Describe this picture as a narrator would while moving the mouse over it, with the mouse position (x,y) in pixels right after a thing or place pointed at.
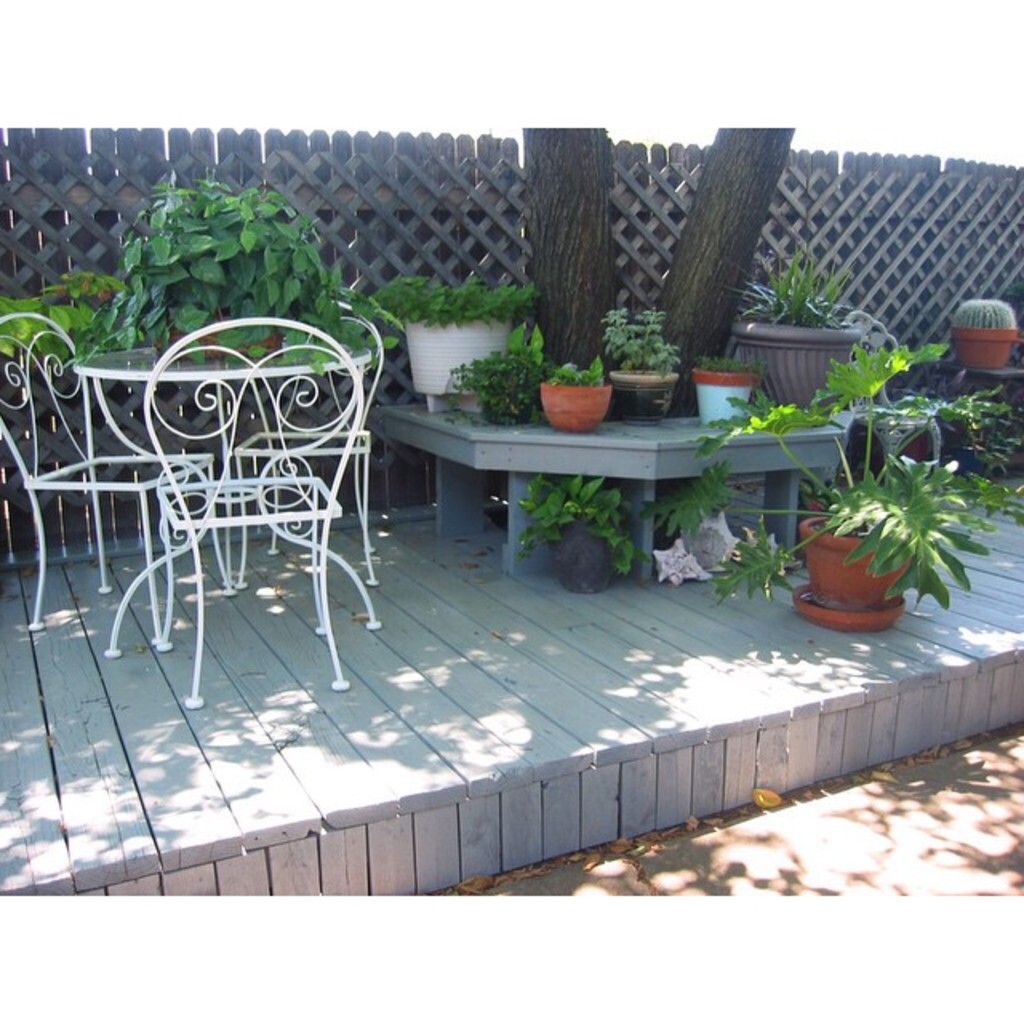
In this picture we can see a table (137,362) and chairs (359,435) are arranged aside and some potted plants (863,528) are there and one big tree (740,174) back of it one wall (363,164) is there this all are arranged in place.
